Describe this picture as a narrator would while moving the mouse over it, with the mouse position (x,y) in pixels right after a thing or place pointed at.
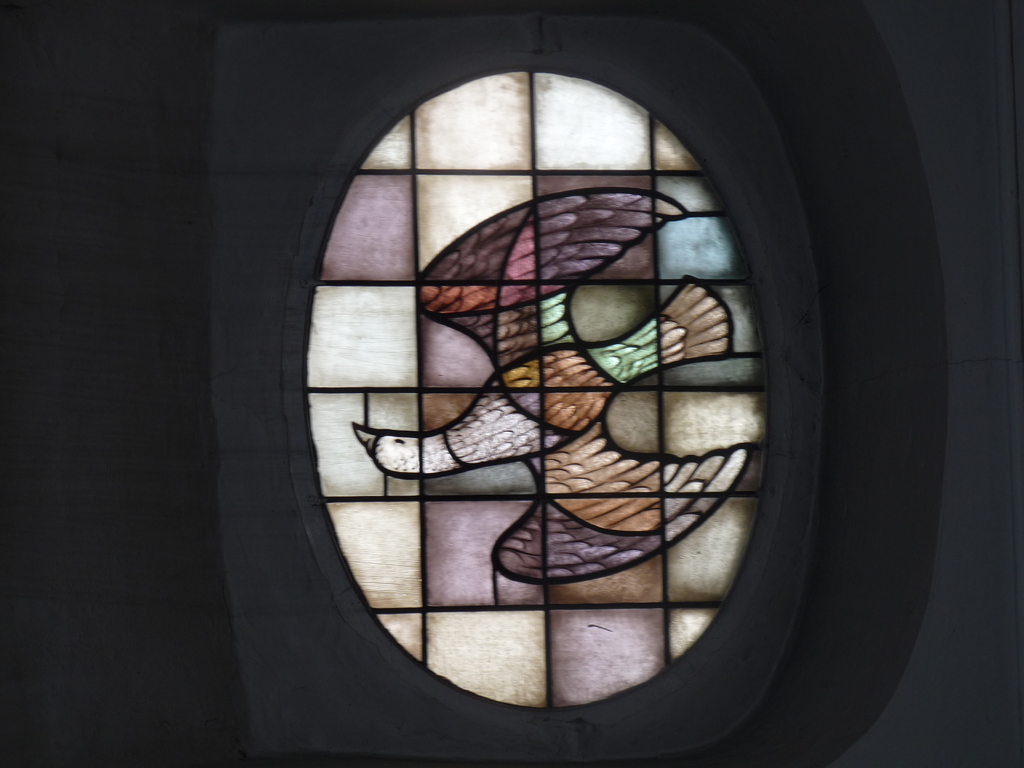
In this image we can see a window (694,451) with the picture of a bird (668,336). We can also see a wall (211,597).
